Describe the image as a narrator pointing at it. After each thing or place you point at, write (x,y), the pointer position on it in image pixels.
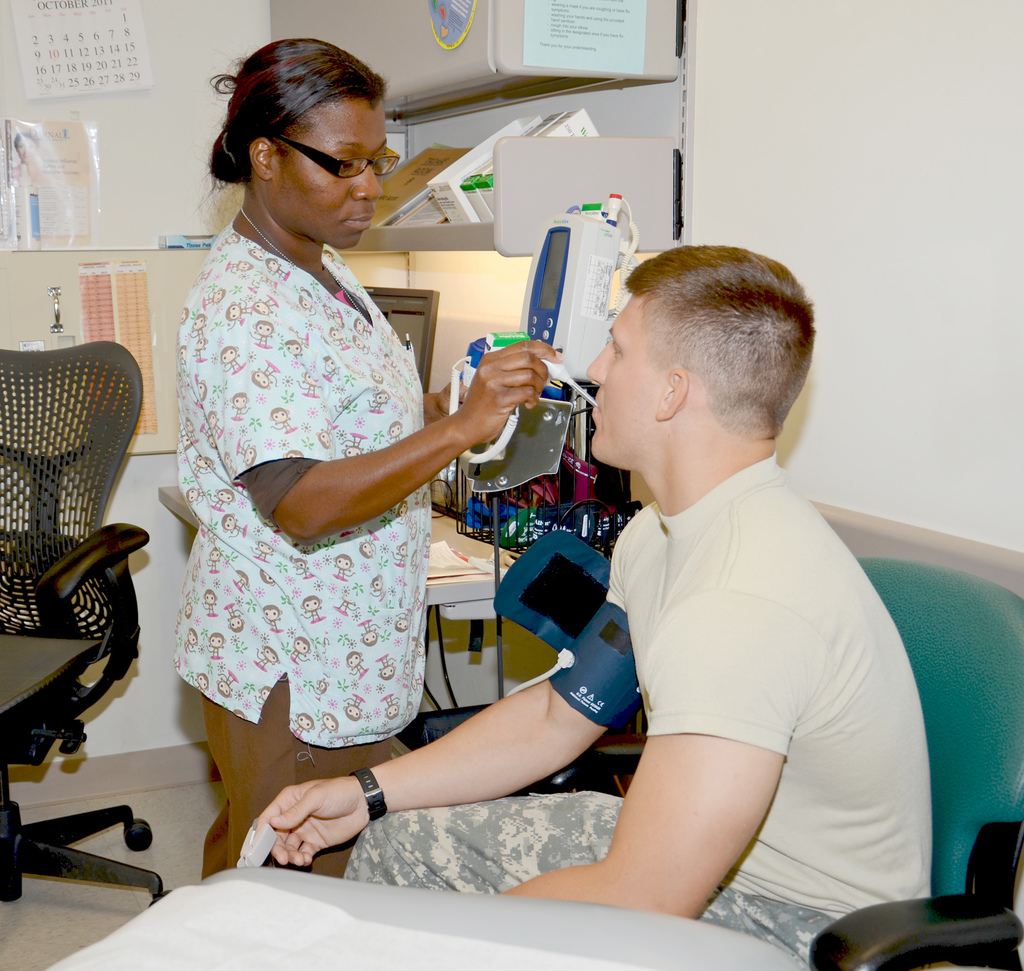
On the left side of the image (75,563) we can see a chair (12,478), calendar (21,56) and a poster (69,229). In the middle of the image (349,613) we can see a lady (361,402) is standing and keeping a machine (559,370) in a person's mouth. On the right side of the image (786,498) we can see a person (902,732) is sitting on the chair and kept a blood pressure machine (585,682) to his hand (443,775).
